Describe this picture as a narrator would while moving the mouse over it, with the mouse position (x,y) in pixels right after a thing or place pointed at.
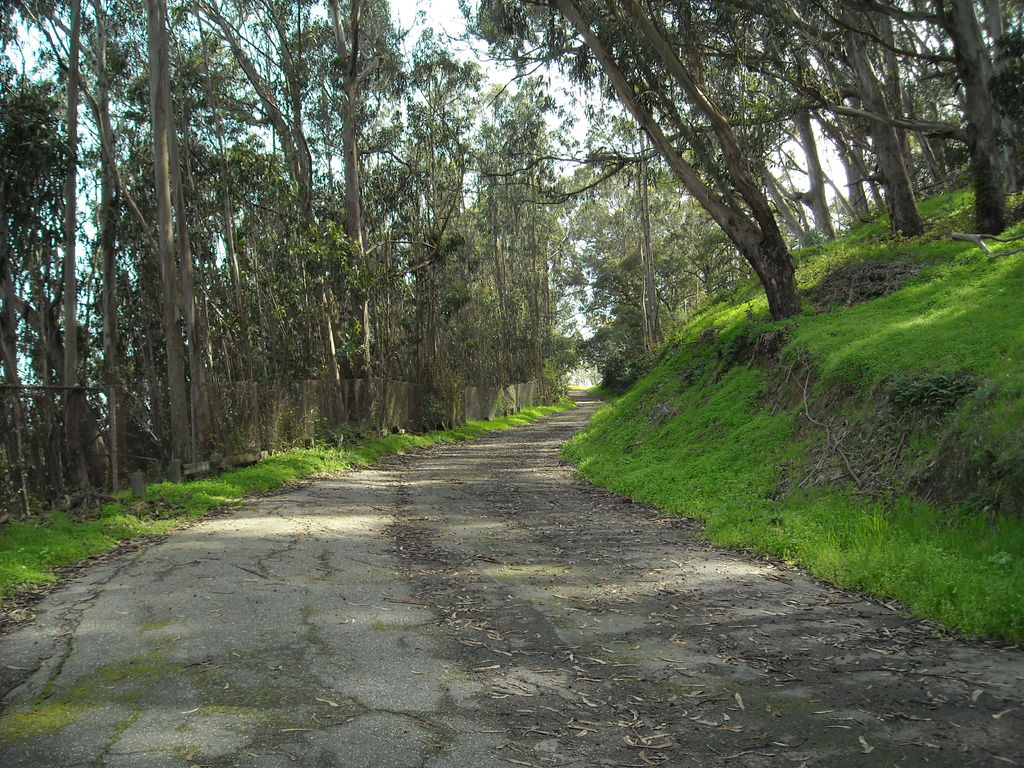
In this image we can see some trees (589,180), grass (728,417), also we can see the sky (463,60).
